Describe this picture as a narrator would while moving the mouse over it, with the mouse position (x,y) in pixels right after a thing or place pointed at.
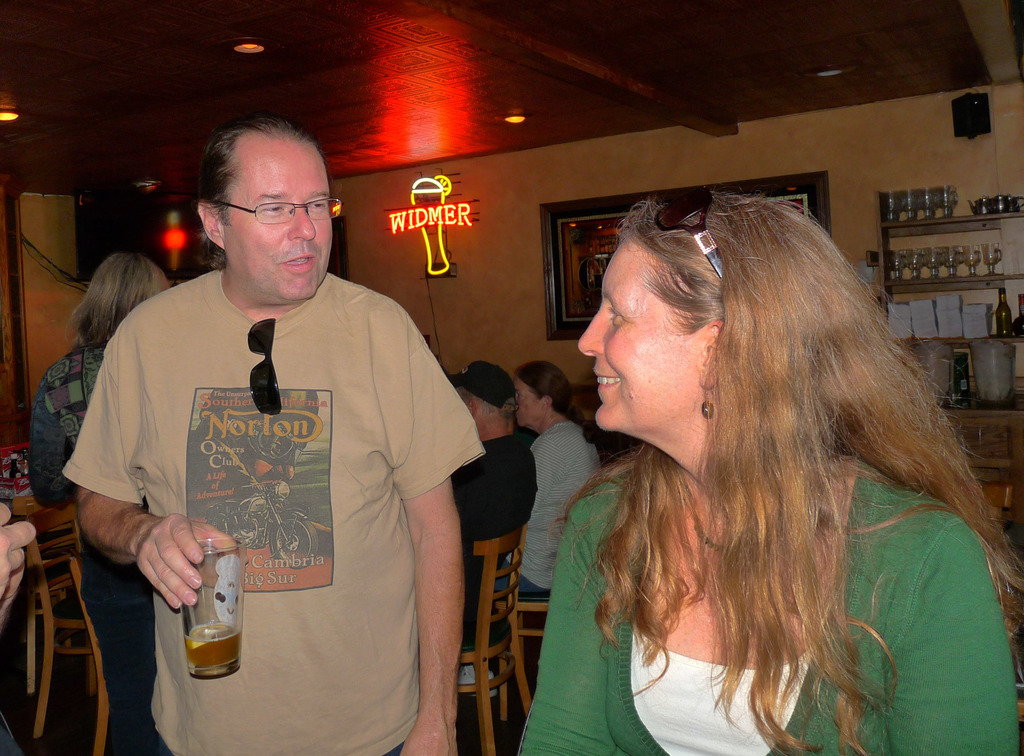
The picture is clicked inside a restaurant (83,606) where a guy (181,637) is holding a glass of beer (216,639) and a woman (669,546) is listening to him. In the background (437,276) we also observe a light (449,218) called WIDMER and there are glasses (931,213) on the shelves (951,282).
